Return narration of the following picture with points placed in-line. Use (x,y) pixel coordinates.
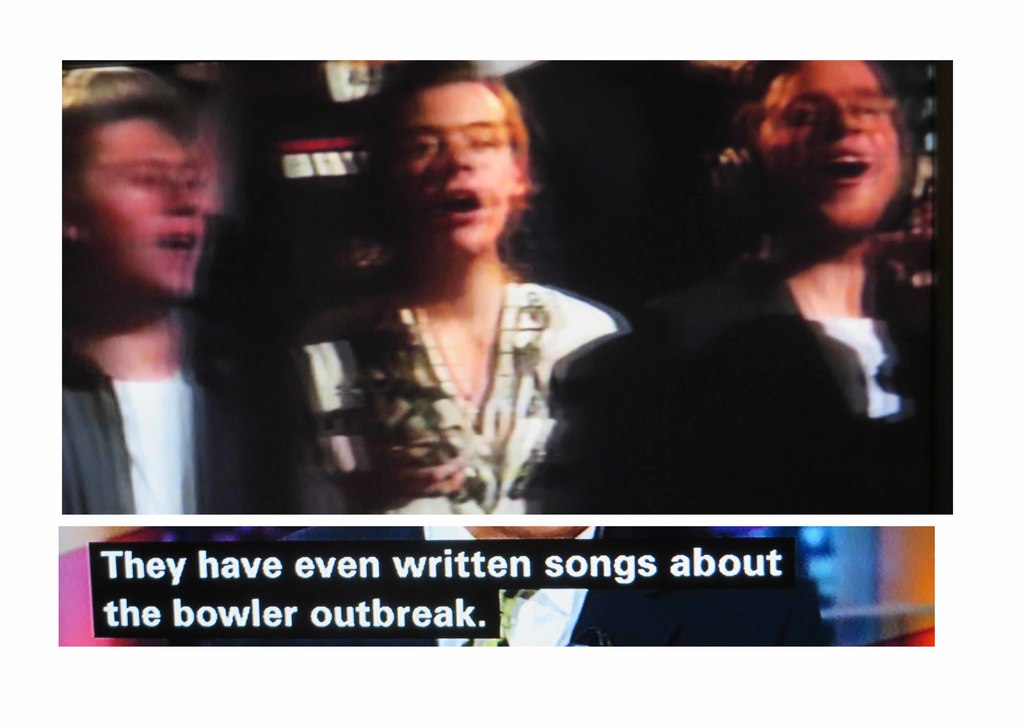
It is a blur image, it looks like there are three people (567,318) and below the picture there is some statement (296,630) mentioned down the picture.
